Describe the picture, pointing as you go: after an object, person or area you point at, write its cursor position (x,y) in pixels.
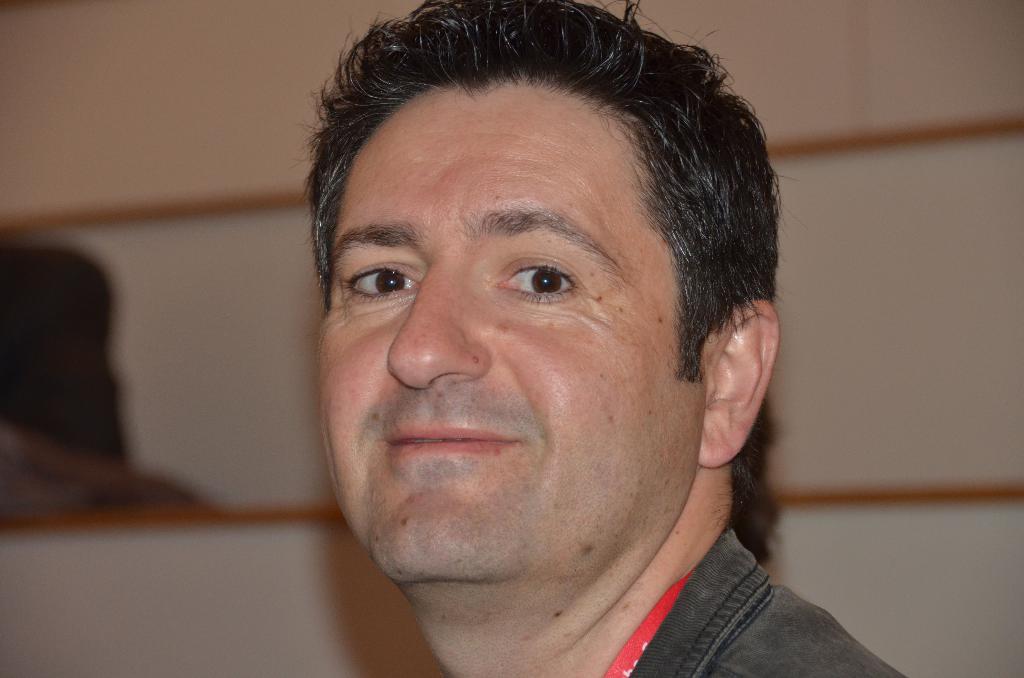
In this image, we can see a person face (558,401) on the blur background.
